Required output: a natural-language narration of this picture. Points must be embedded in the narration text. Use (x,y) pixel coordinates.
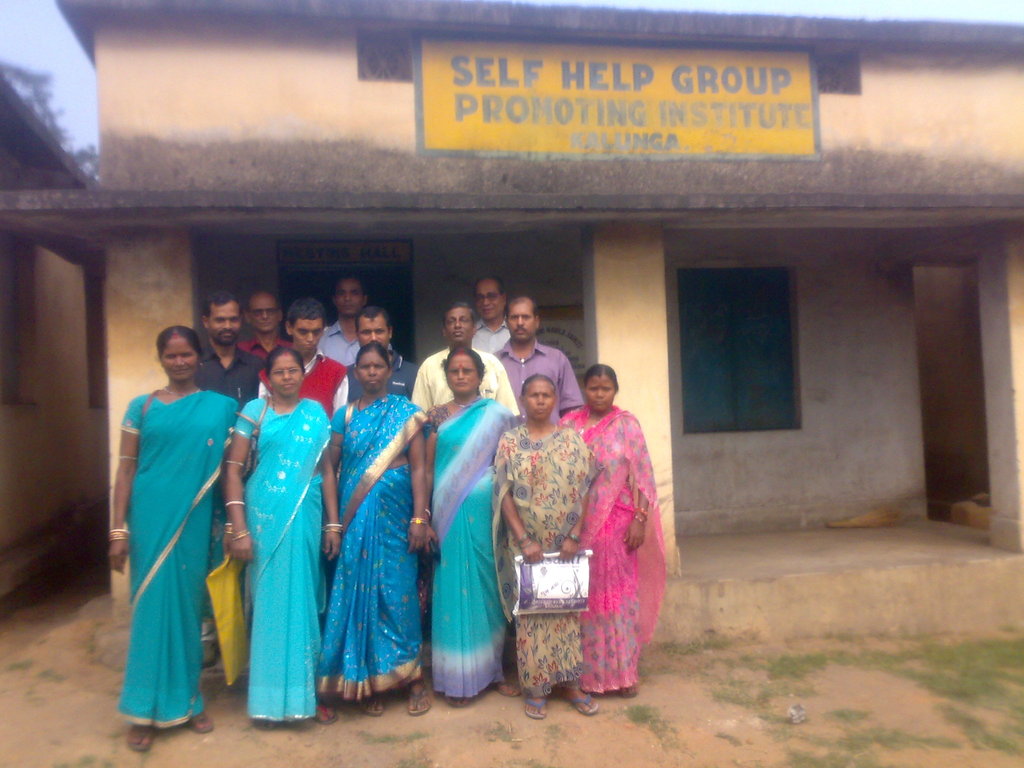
There is a group of men (239,381) and women (597,406) standing. Beside them, there is a building (328,51) which is having windows (739,332) and a hoarding (426,133). On the left side (16,353), there is another building (16,305). In the background (88,139), there is the sky (81,98).
